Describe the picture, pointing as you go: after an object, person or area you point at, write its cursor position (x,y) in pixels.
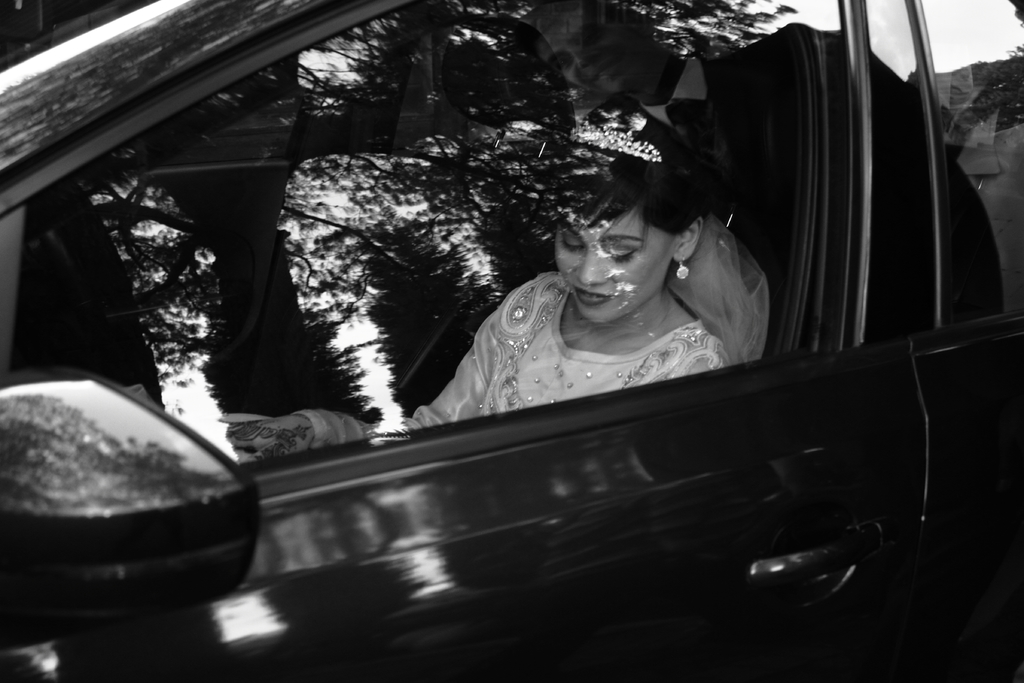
As we can see in the image there is a woman (594,297) sitting in black color car (571,556).
